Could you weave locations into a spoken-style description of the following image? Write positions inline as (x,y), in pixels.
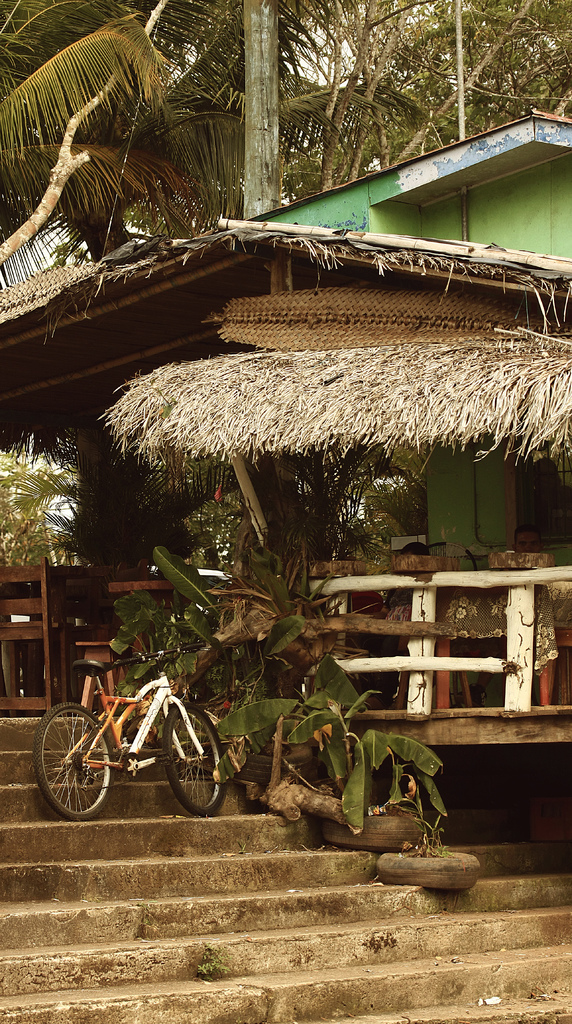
In this image I can see the house (247,386). I can see the railing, plants (268,718) and bicycle (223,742) in-front of the house (387,708). In the back (227,202) there is a pole (258,117), many trees (320,108) and the sky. To the left (11,688) I can see the chair (12,697).
